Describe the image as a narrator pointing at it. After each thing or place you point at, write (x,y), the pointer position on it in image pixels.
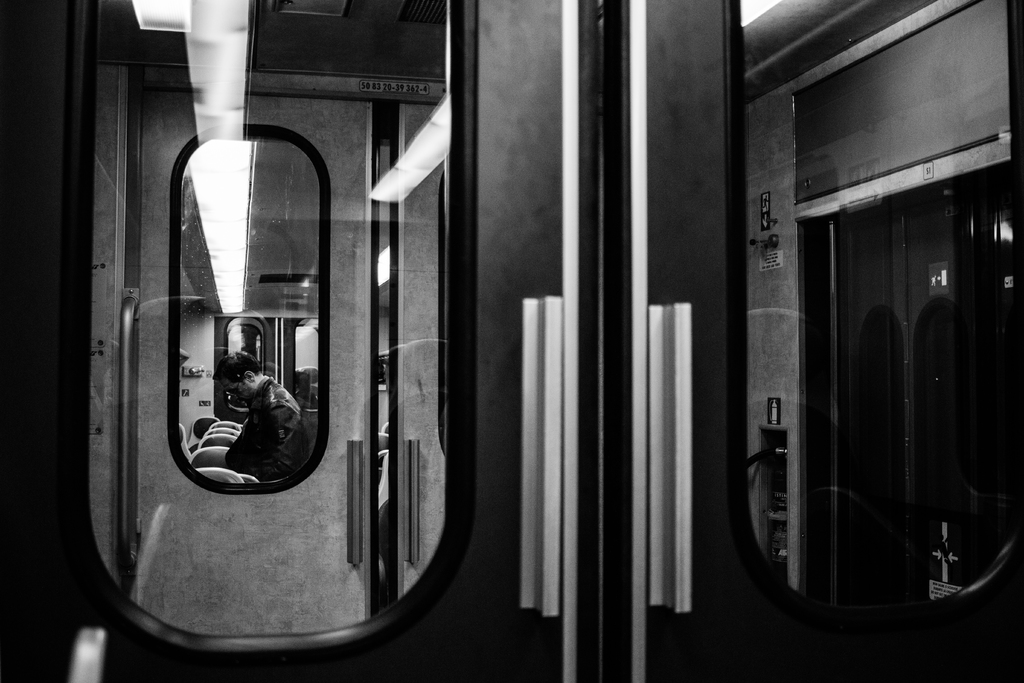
In this image, we can see a door (687,446) with glasses (138,325). Through the glass (337,554) we can see the other side view. Here a person (291,427) is standing near the seats (224,430). Here we can see few doors (408,494) with handles (356,530), some stickers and objects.
